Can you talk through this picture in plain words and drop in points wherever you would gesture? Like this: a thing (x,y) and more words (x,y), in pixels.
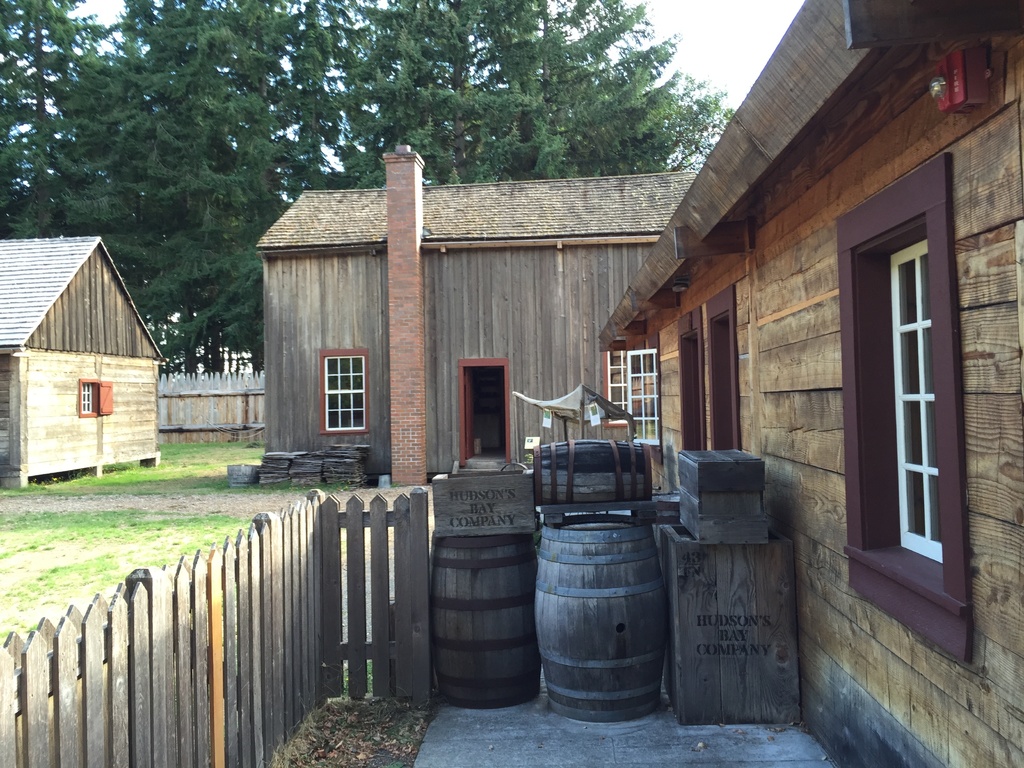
At the bottom (307,596) we can see fence (280,588), barrels (498,572), boxes (723,671) on a platform (670,762) and on the right (904,286) there is a house (982,204), windows (901,497) and an object (952,93) on the wall (987,315). In the background (277,388) there are houses (307,409), windows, objects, grass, fence (178,435), trees (93,101) and sky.
